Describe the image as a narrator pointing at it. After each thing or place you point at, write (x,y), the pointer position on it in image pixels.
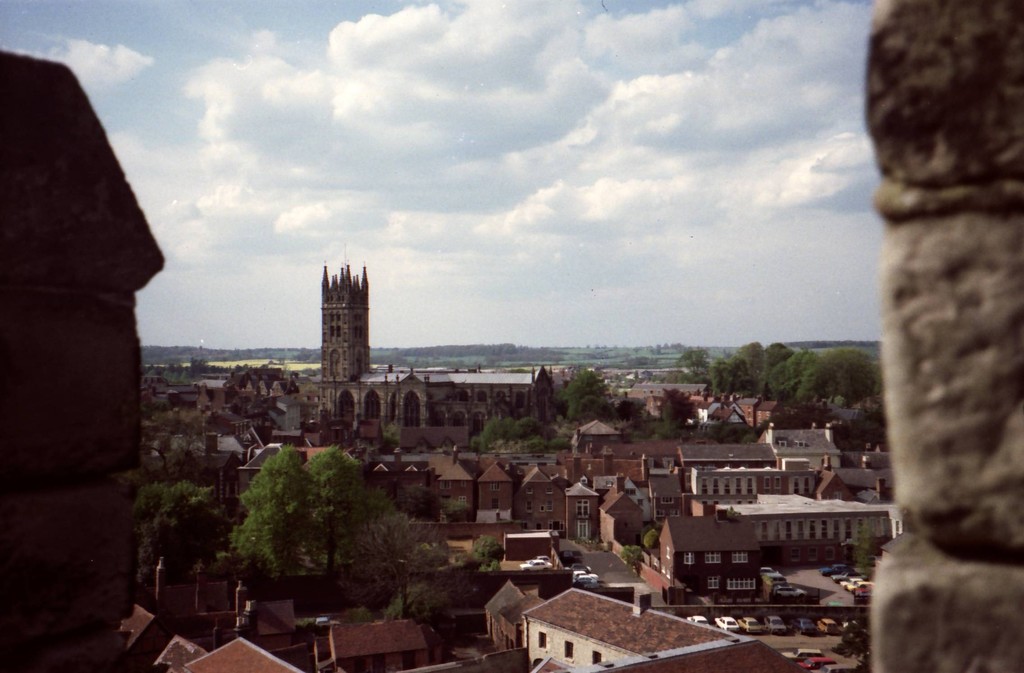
In the background (802,119) we can see the clouds (497,117) in the sky (571,146). In this picture we can see the trees (880,385), buildings (444,382), rooftop (692,638), tower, road (596,567) and vehicles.
